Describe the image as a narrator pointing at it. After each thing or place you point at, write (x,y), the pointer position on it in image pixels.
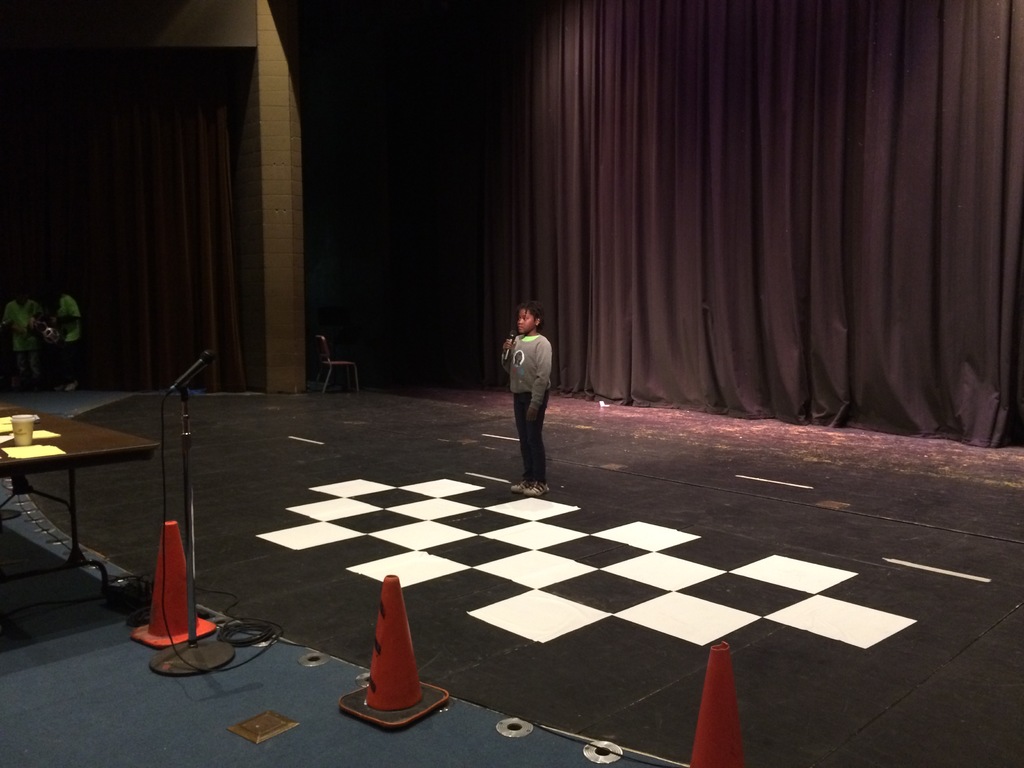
In this image, in the middle (545,487), we can see a kid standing and holding a microphone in hand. On the left side (128,449), we can see a table (62,454), on that table (112,443), we can see a glass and some papers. On the left side (189,374), we can also see a microphone (173,387), electric wires (136,598). In the background (65,333), we can see two people (15,319), curtains (0,287) which are in black color, at the bottom (221,699), we can see a floor mat (213,722).
